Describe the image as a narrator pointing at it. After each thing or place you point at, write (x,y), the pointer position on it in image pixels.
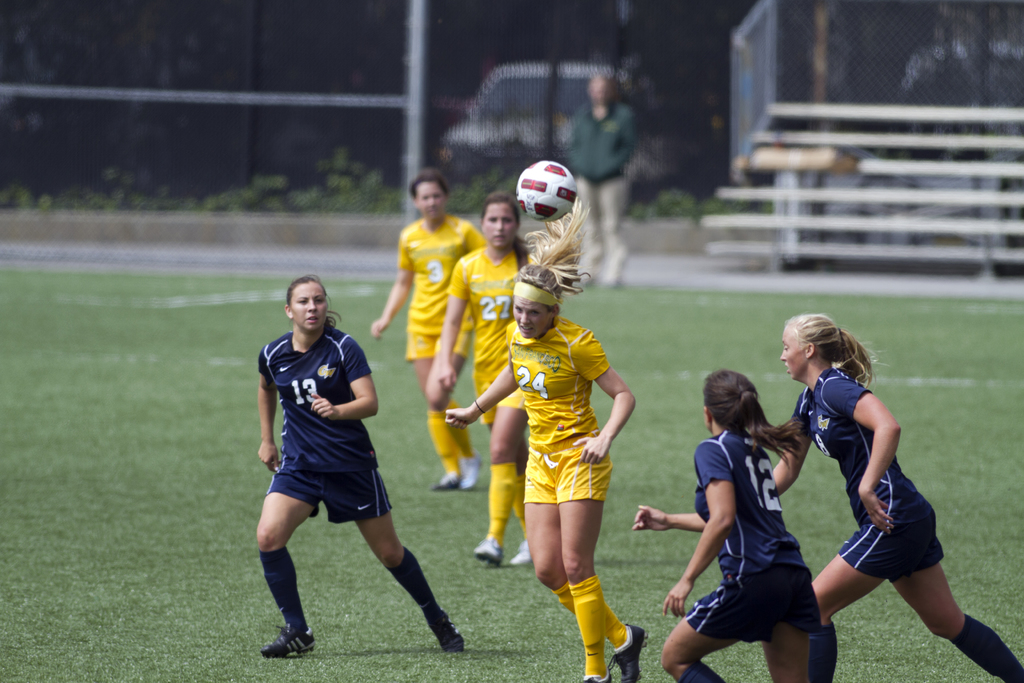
In the center (545,406) we can see six persons (483,413) were standing. Three of them wearing yellow t shirt (484,350) and rest three of them were wearing blue t shirt (851,455). In the background (899,167) there is a vehicle (498,133), plant (317,203), grass (664,561), steps (877,219) and one person (584,162) standing.
